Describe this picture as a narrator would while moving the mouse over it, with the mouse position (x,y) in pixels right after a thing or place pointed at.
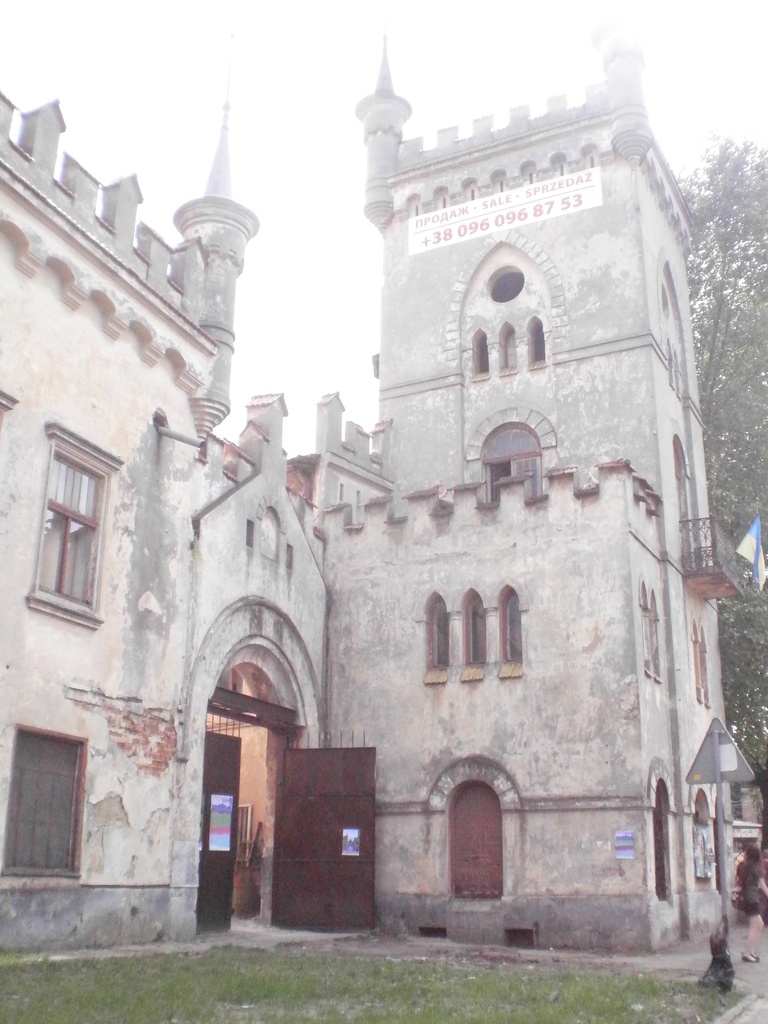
In the picture I can see a building (398,825), gates (367,847) and the grass (362,959). In the background (724,300) I can see trees (717,306) and the sky (238,186).
